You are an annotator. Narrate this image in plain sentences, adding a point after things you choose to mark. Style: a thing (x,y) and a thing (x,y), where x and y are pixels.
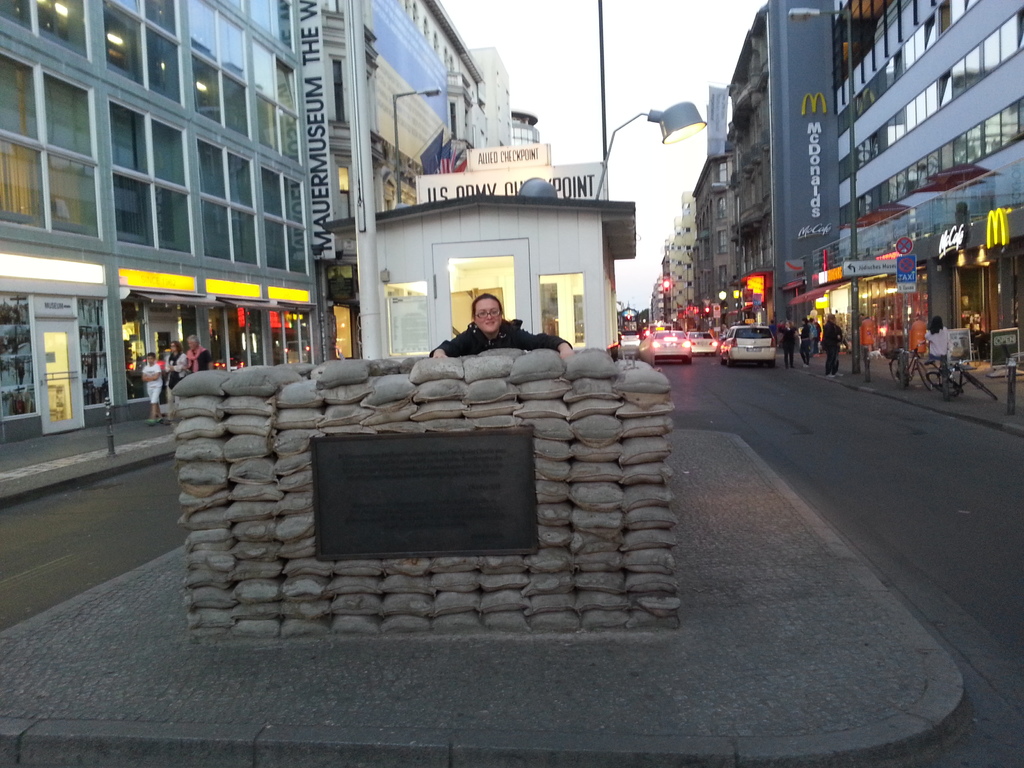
In the picture I can see a woman (475,345) holding the storage bags (259,457). I can see houses (535,205) and lights (842,14). On the left (163,195) and right side of the image (804,160) I can see the buildings (462,105) and some text boards (820,144). On the right side of the image (807,324) I can see vehicles (673,349) and people (834,320).
